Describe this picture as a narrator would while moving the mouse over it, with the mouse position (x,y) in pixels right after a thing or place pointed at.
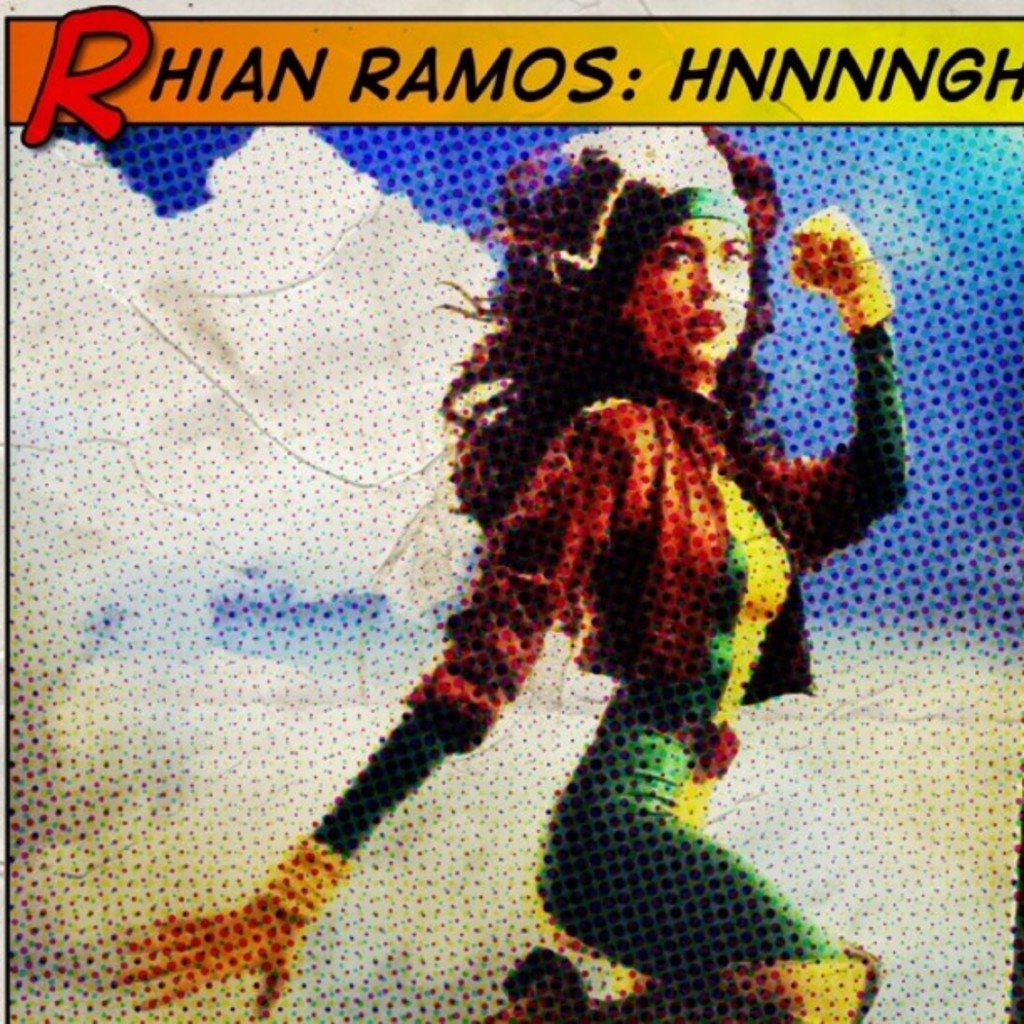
It is an edited picture of a woman (589,600). At the top (300,114) there is a logo (560,49) with some text (770,66). The background (286,438) is a sky (373,472) with clouds (356,863).
